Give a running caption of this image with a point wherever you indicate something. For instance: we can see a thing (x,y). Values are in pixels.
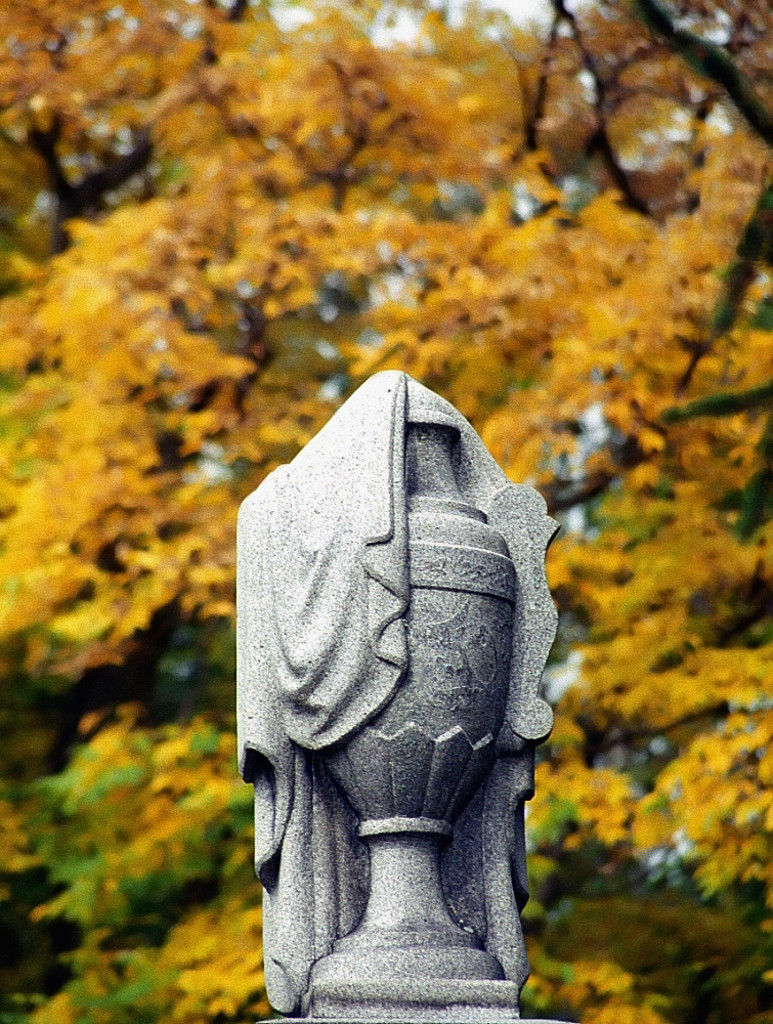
In this picture there is a statue (394,1006) in the foreground (450,727). At the back (498,404) there are trees (498,404). At the top (514,0) it looks like sky (511,9).
